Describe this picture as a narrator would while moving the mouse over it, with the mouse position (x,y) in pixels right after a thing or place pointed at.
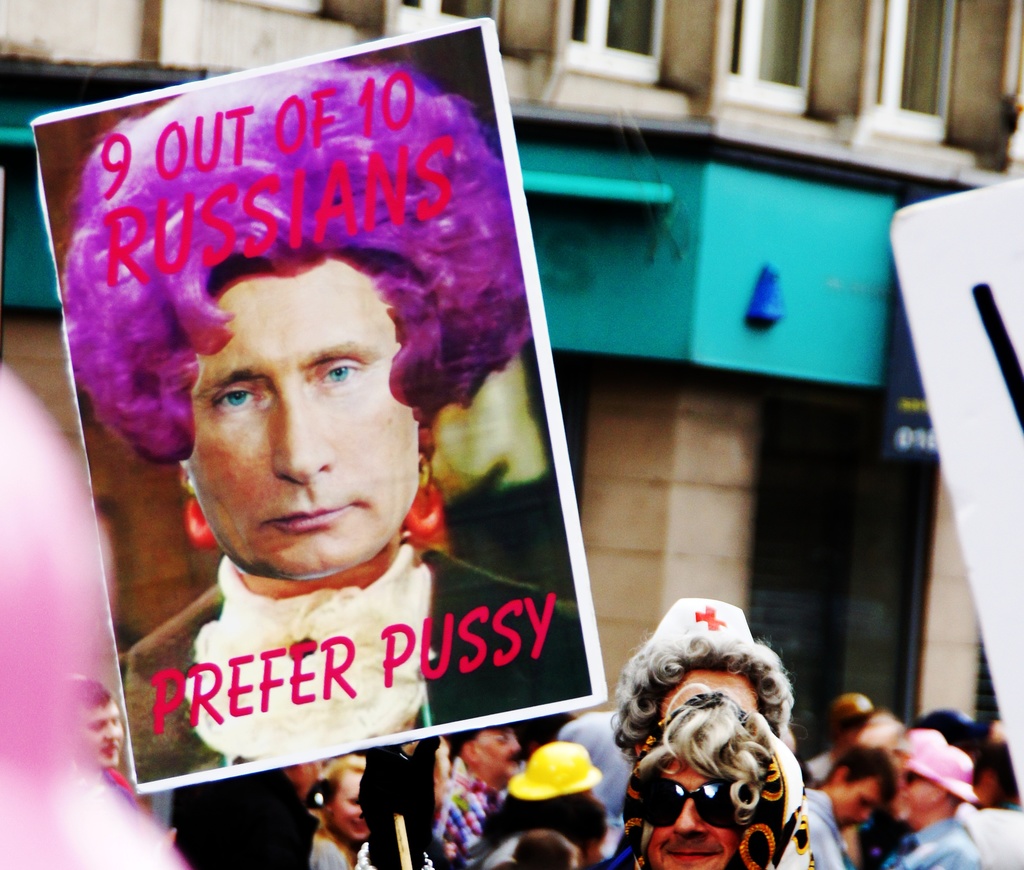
In this picture there are people (409,746) and we can see board (351,613). On the right side of the image (905,296) we can see white object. In the background of the image (755,330) we can see pillar (625,416), windows (601,49) and board (853,266).
